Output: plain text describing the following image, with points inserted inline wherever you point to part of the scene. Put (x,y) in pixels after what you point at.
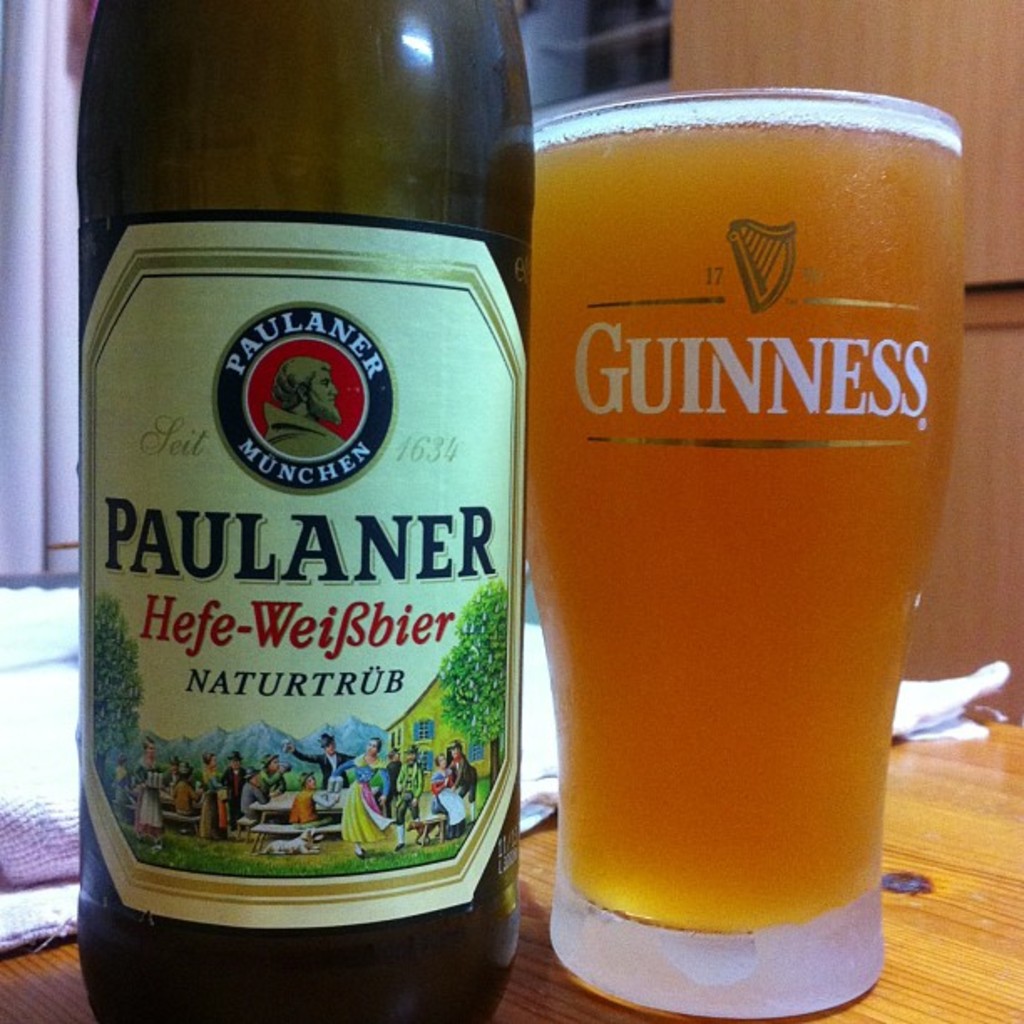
There is a bottle (282,445) with a label (225,580) and a glass (681,424) with a liquid (749,485) is on the table (1023,840). On the table (992,827) there is a towel (40,768). On the label (342,784) there are trees (103,655), persons (269,764), hills (355,732) and house (426,719). On the glass (737,341) there is something written.
